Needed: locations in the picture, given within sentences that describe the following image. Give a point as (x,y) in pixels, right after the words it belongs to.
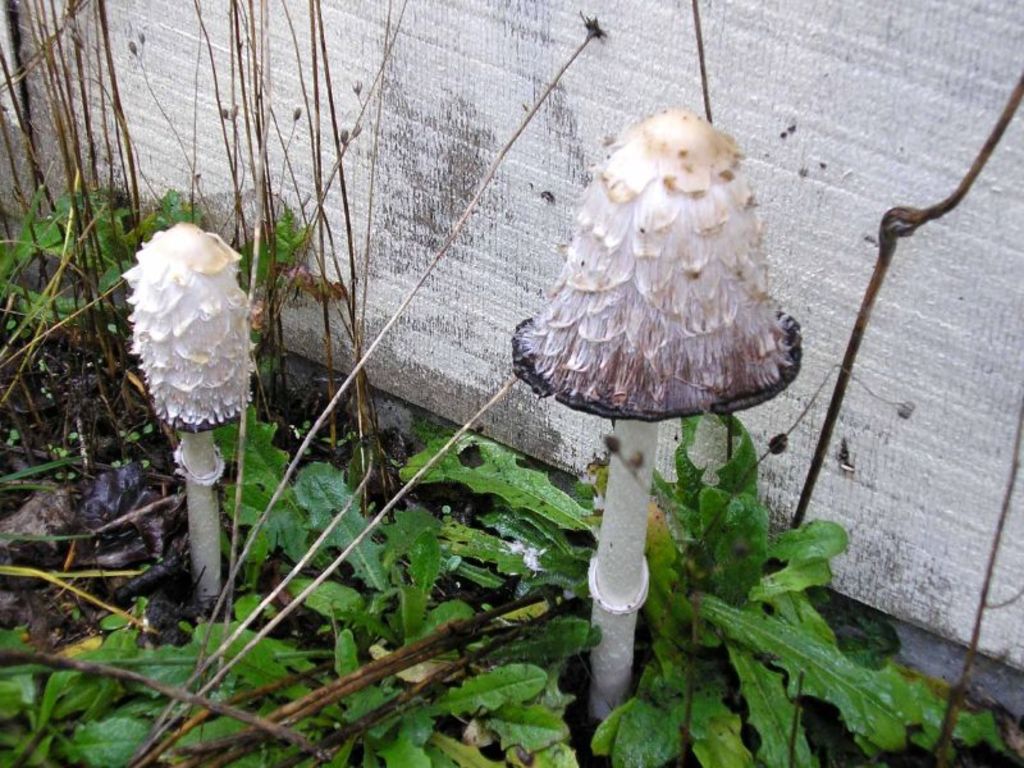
In the center of the image (645,403) we can see mushrooms (162,315) and plants (662,653). In the background (551,127) there is wall (604,90).
